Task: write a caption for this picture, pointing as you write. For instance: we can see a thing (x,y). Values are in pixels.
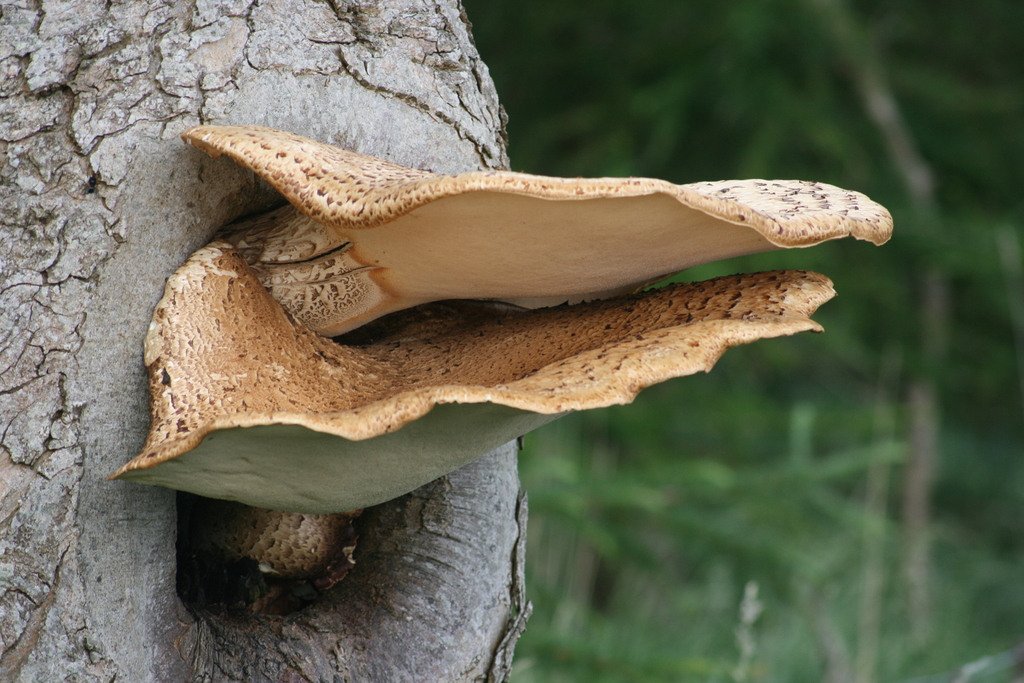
On the left side (34,107) there is a tree trunk (174,607) with a hole (291,575). On the hole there are mushrooms (338,351). In the background (795,483) it is green and blurred.
